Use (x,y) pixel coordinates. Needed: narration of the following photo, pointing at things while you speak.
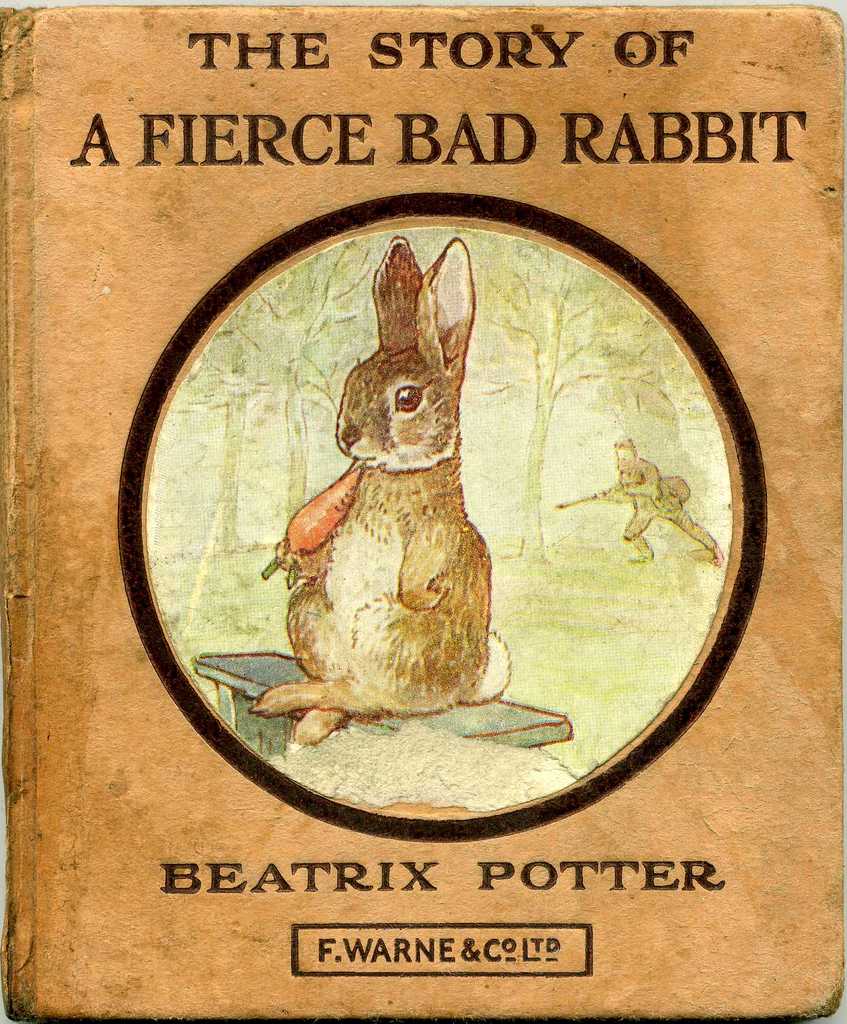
In this image we can see cover page (292,455) of a book (320,475) which has rabbit (421,659) which is holding carrot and in the background of the image (636,476) there are some trees (633,374) and a hunter (641,504) holding gun (588,500) in his hands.
